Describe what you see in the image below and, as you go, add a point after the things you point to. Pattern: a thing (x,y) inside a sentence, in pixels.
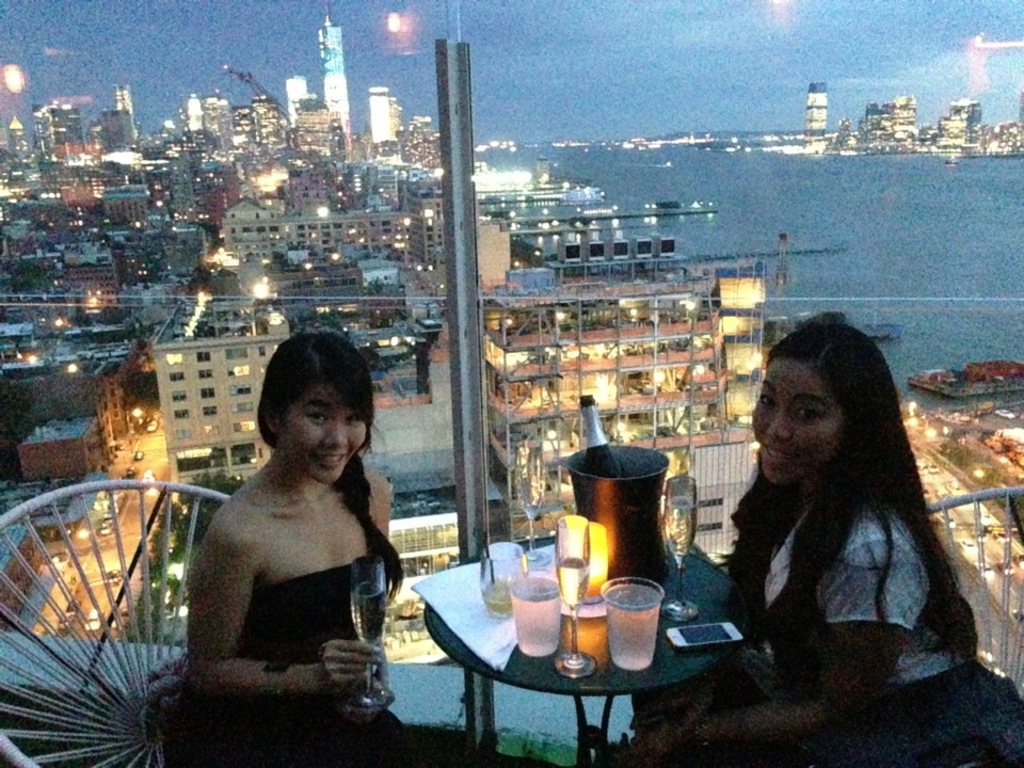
This image is clicked in a restaurant (467,309). There are buildings (488,185) backside and there is water (846,257) on the right side (815,249) top. There are two women (258,581) sitting in chairs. There is a table (471,614) in between them. On that table (673,573) there is bottle (594,414) glass (574,522) and candle (589,535). Woman (331,477) on left side (302,742) is wearing black dress (333,621) and she is holding glass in her hand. Woman (800,573) on right side (859,391) she is wearing white color dress (912,656). There are cars (102,524) on the left side (110,573) bottom. There are lights (630,430) on the buildings (435,293).
